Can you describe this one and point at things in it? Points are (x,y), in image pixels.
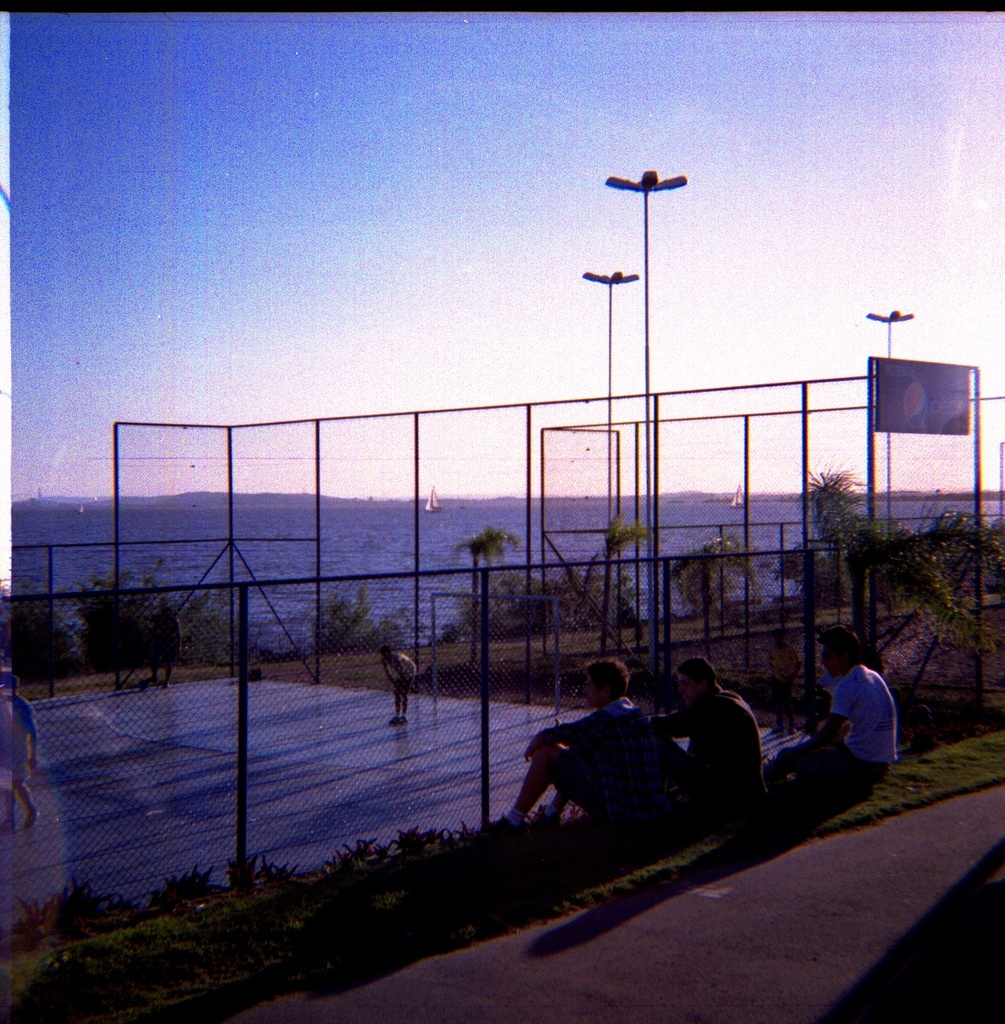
This picture shows few people (602,801) seated on the grass (934,751) and we see pole lights (585,279) and we see few boats (434,511) on the water (221,519) and a clear sky (511,285) and we see trees (822,488) and a metal fence (871,438) around.
